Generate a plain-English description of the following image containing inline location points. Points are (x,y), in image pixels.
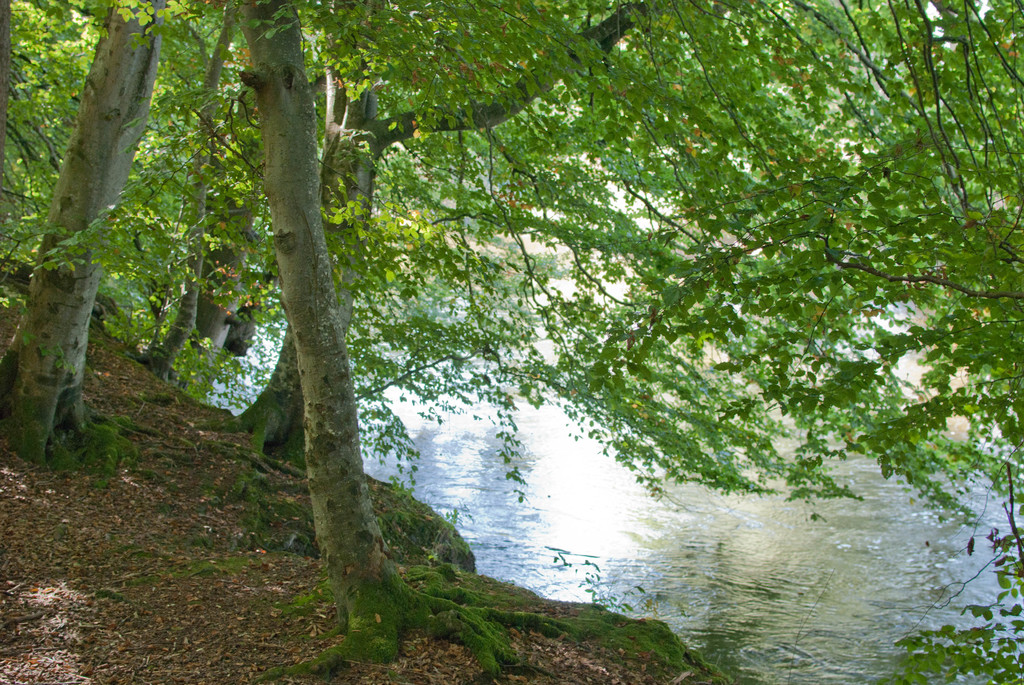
In this image there is the river (532,511), there are trees (387,172), there is soil (124,497), there are plants (408,524).
